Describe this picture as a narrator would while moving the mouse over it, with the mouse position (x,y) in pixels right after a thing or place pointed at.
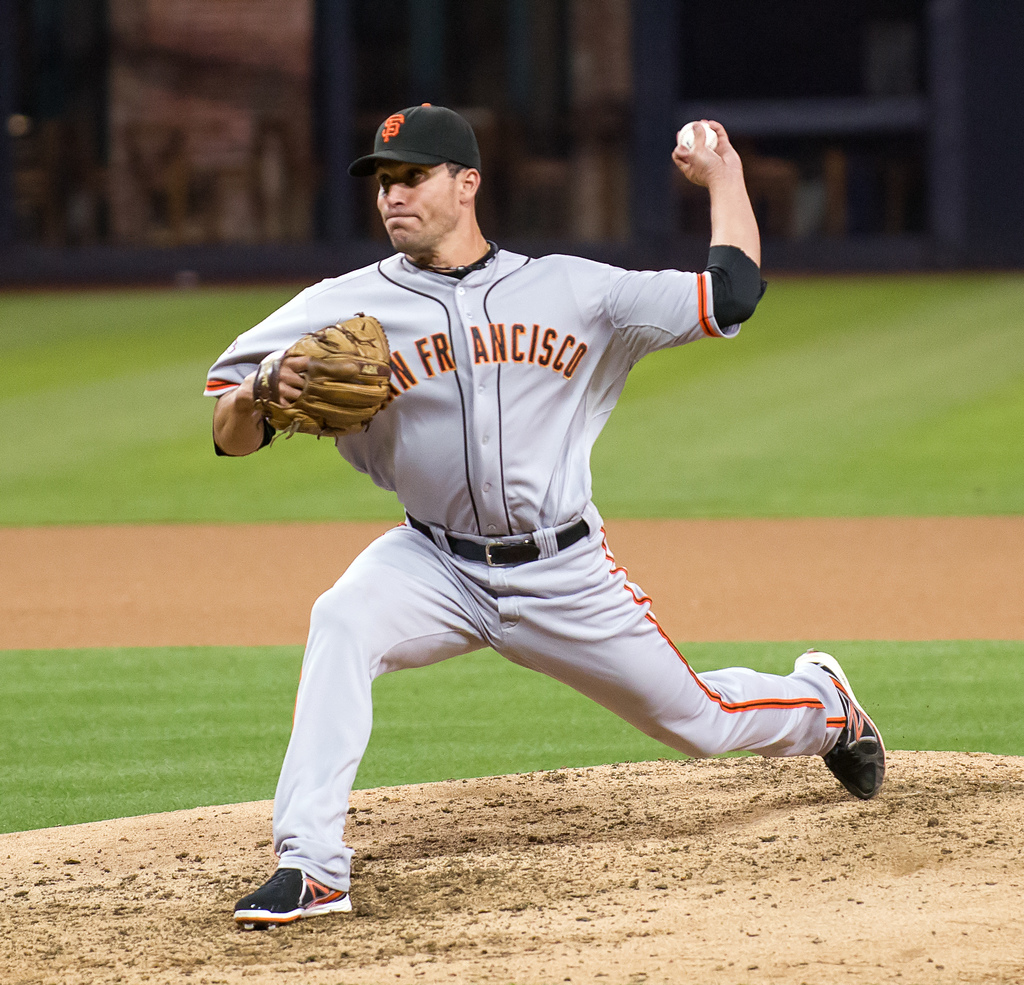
In the image there is a person (538,302) throwing a ball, he is wearing baseball glove (358,371) to his one of the hand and the background of the person (530,312) is blur.
